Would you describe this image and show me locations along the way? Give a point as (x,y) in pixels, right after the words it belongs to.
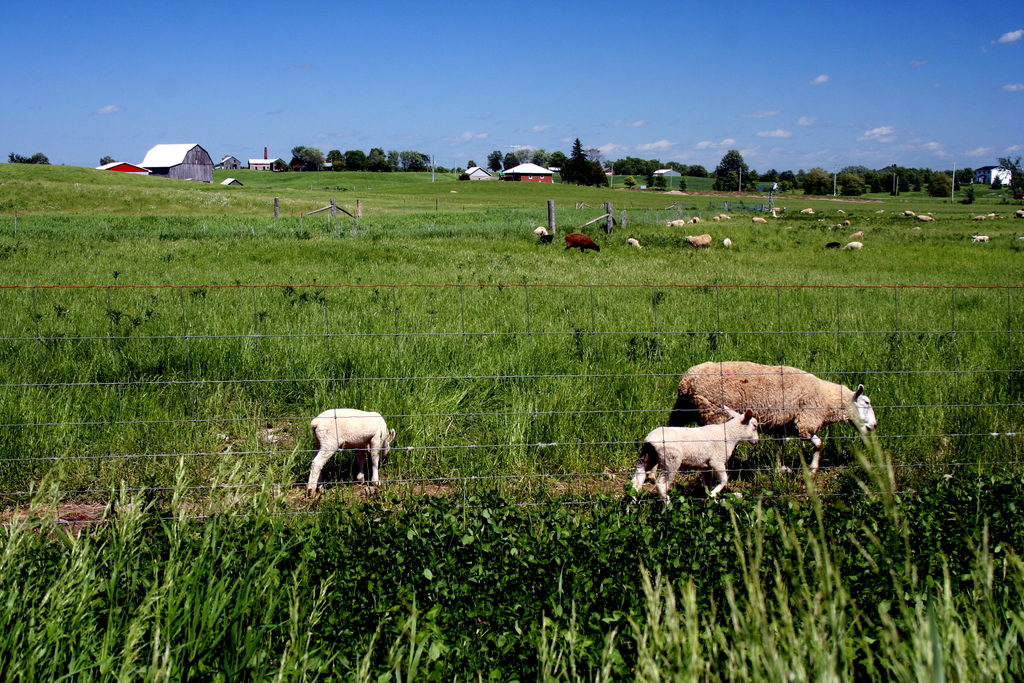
In this picture we can see many sheep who are standing on the farm land (890,257). At the bottom (322,456) there is another sheep (352,430) who is eating the grass (424,455) and they are walking near to the fencing (604,503). In the background (522,180) we can see the sheds (468,170), building (546,170), house (531,170), hut (146,170) and many trees (579,175). At the top (671,105) we can see sky (672,64) and clouds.
